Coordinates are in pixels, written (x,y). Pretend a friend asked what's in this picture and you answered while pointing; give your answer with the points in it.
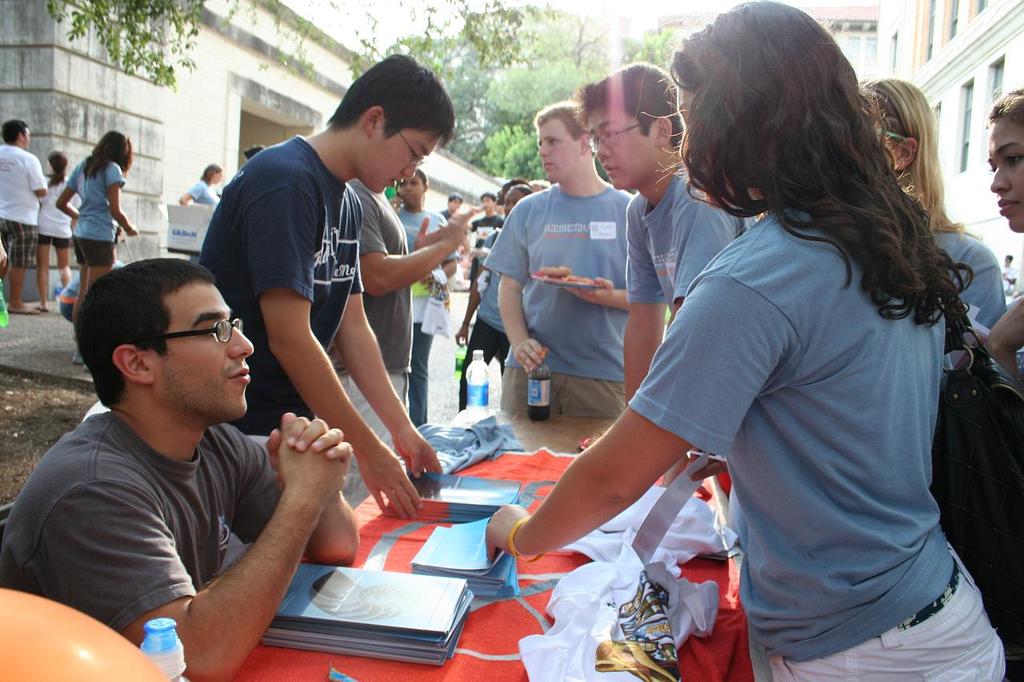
In this image there are a group of people (485,297) standing around a table (540,429) and talking with each other, on the table (552,448) there are a few pamphlets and a few other objects (500,434), in front of the image there is a person (275,451) sitting in front of the table (425,483), in the background of the image (53,242) there are few other people (48,230) standing and walking and there are trees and buildings (944,105).
